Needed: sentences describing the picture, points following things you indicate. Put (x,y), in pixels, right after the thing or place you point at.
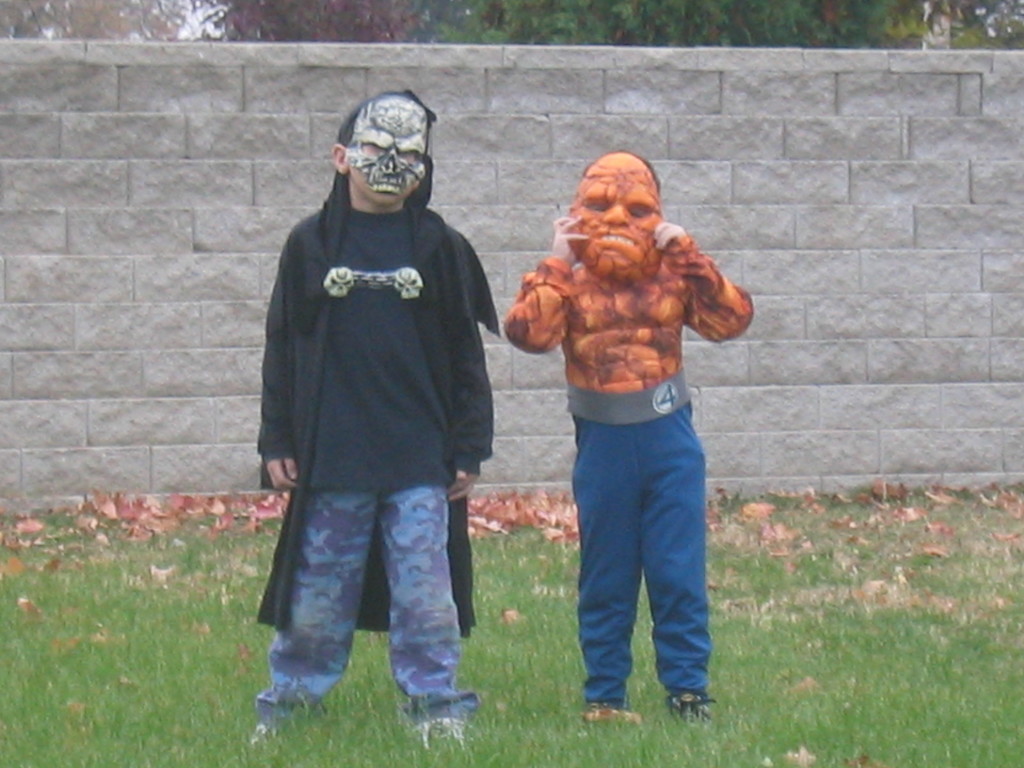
In this image we can see few people (639,379) wearing costumes (595,455). There are many leaves (172,531) on the ground (140,527). There is a grassy land (183,538) in the image. There are many trees (527,26) at the top of the image (834,39). There is a wall fencing (517,463) in the image.
